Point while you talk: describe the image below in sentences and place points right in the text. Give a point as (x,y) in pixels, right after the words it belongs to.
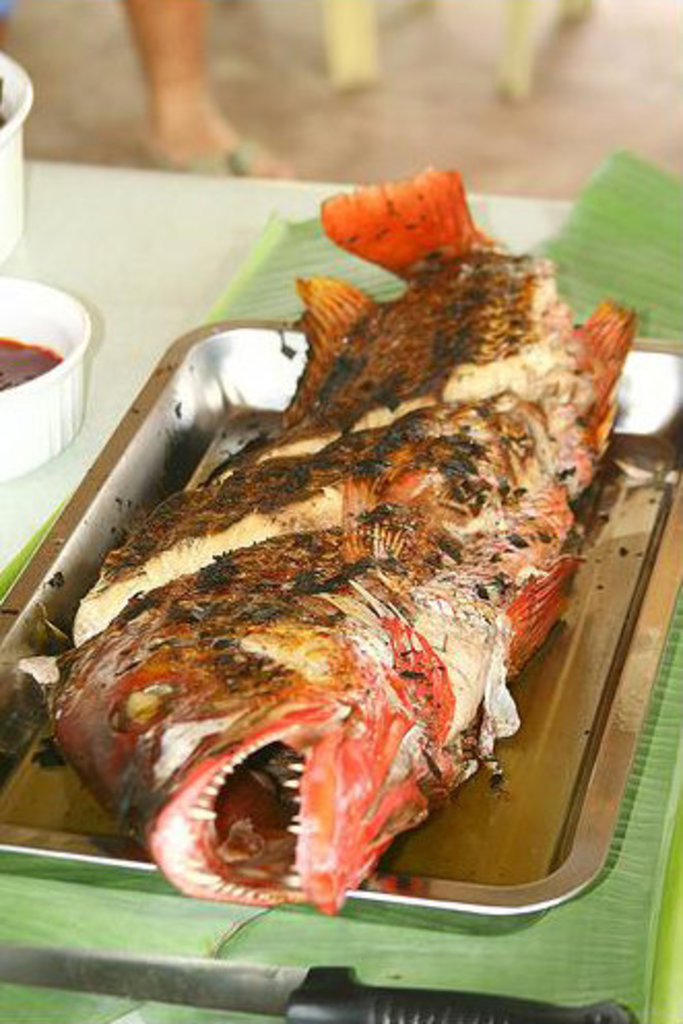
In this image we can see a food item (419,559) of a fish (454,621) kept in the tray (565,673), here we can see banana leaf (426,952), knife (302,972) and bowls (47,375) kept on the table (144,264). The background of the image is slightly blurred, where we can see a person's leg (191,114) and the chair (361,49).
